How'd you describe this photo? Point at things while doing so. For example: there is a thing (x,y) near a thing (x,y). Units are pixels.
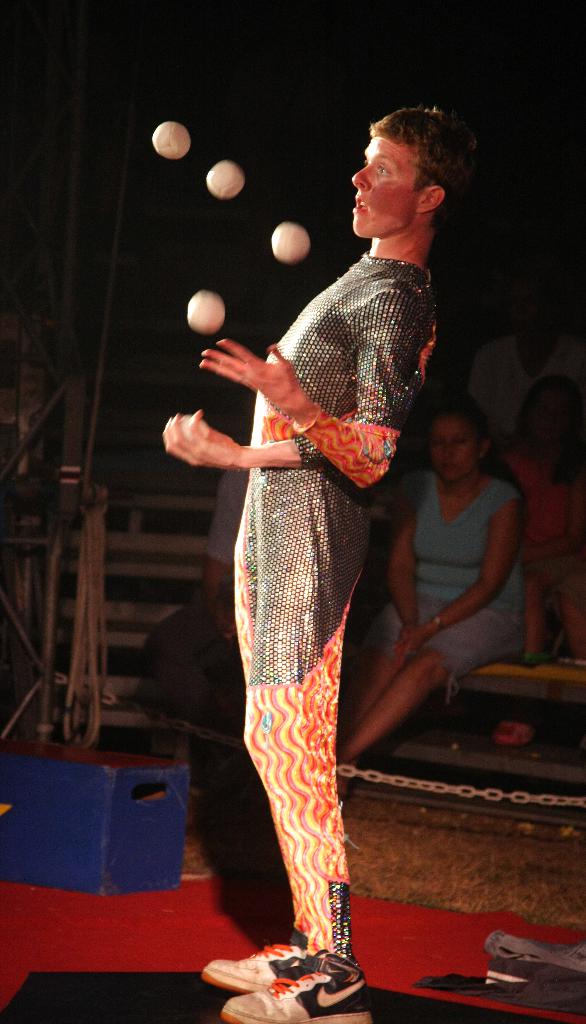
In the picture I can see a man (424,258) in the middle of the image (296,413). I can see a red carpet (473,916) on the floor (414,858). I can see four balls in the air (281,129). I can see three persons (537,468) on the right side (537,468). There is a man (191,627) on the left side (185,657), though his face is not visible. I can see a blue color stock box (89,783) on the carpet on the bottom left side (73,838). I can see a metal chain (472,795) on the bottom right side (560,801).
